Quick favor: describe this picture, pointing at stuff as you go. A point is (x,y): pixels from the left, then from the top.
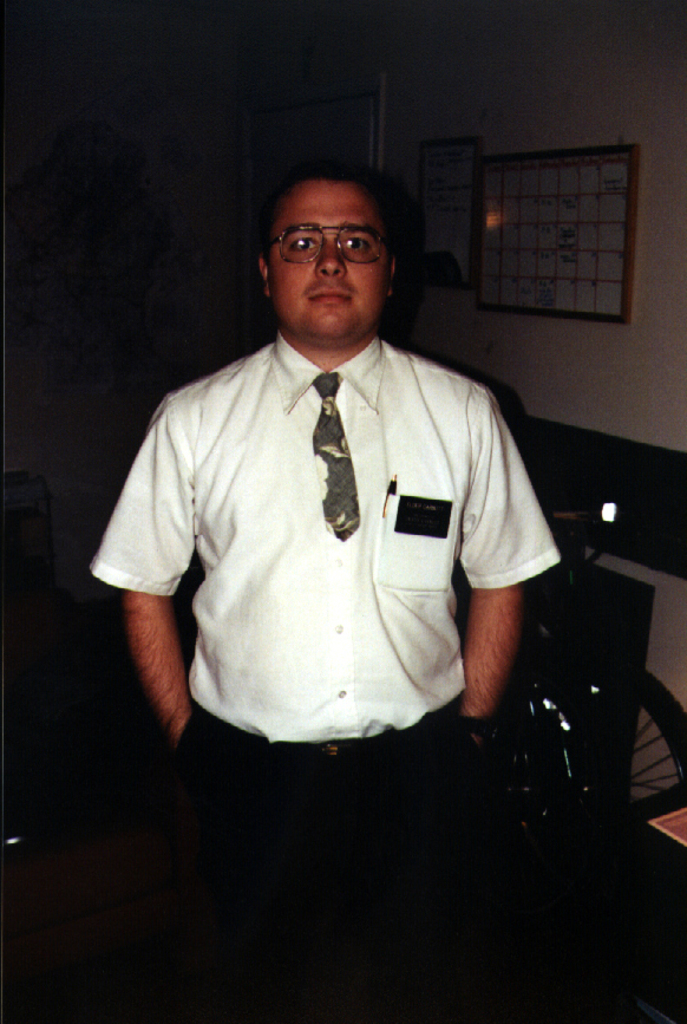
In the center of the image (360,607) we can see a man (395,574) is standing and wearing tie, spectacles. In the background of the image (597,370) we can see the wall (631,370), boards (471,278), bicycle (649,683). At the top of the image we can see the wall (112,21). At the bottom (134,896) the image is dark.
